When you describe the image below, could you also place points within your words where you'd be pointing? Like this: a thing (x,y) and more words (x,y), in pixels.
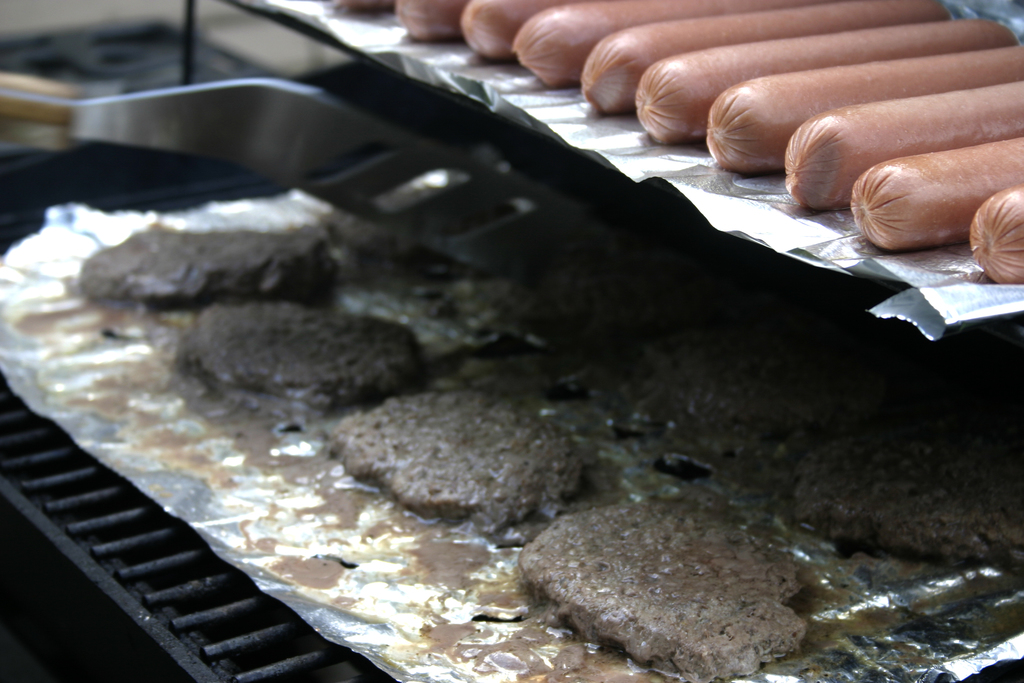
In this picture I can see sausages (537,30) on the aluminium foil (722,211), there is another food item (778,647) on the aluminium foil (182,497), which is on the grill (92,494), and in the background (301,57) there are some objects (324,113).
